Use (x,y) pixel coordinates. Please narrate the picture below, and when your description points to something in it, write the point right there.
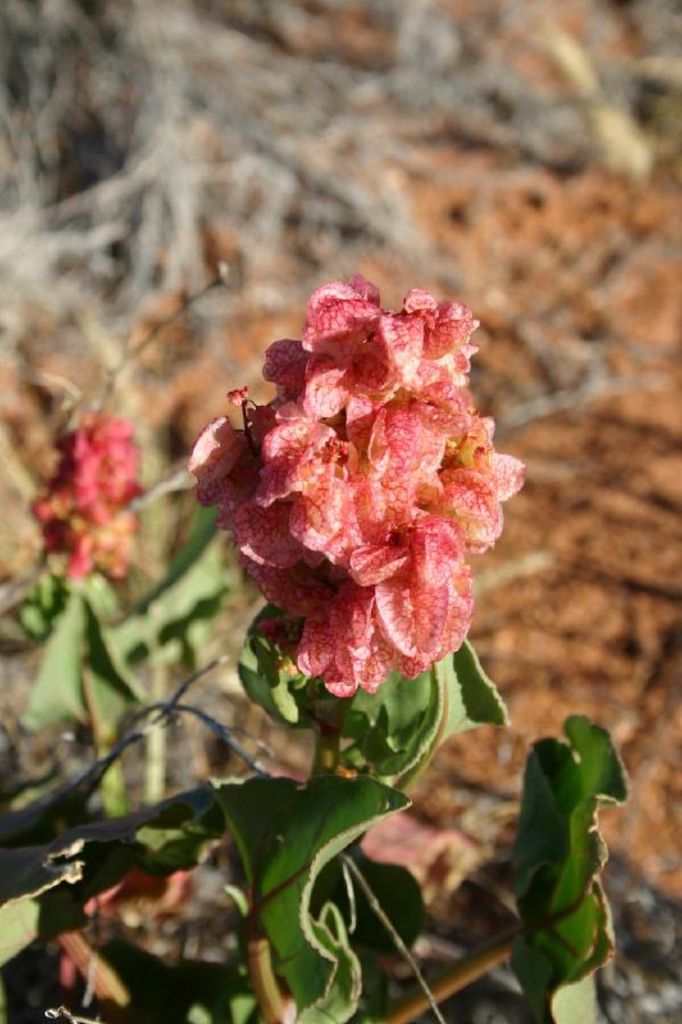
There are plants (451,476) having flowers (125,451) and green color leaves (573,948). In the background (79,227), there are dry plants (233,55) near dry ground (578,545).
